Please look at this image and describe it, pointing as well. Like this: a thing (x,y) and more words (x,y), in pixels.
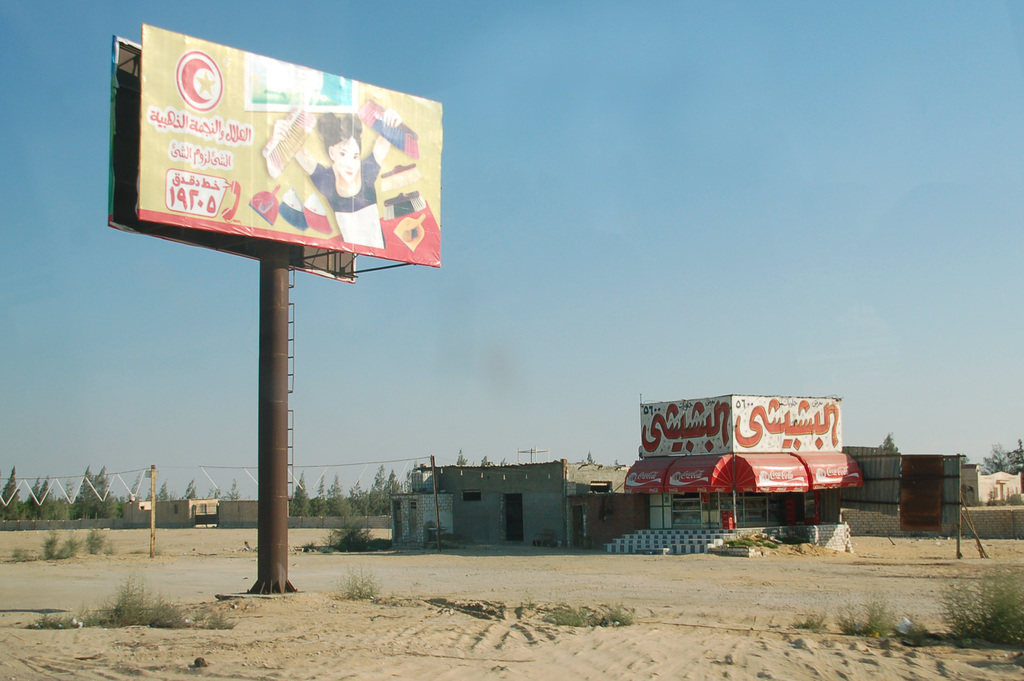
In this image there is a land (589,562) and a hoarding (270,295) and there are plants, in the background (489,490) there are house (432,491), poles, trees (27,516) and the sky (741,155).
